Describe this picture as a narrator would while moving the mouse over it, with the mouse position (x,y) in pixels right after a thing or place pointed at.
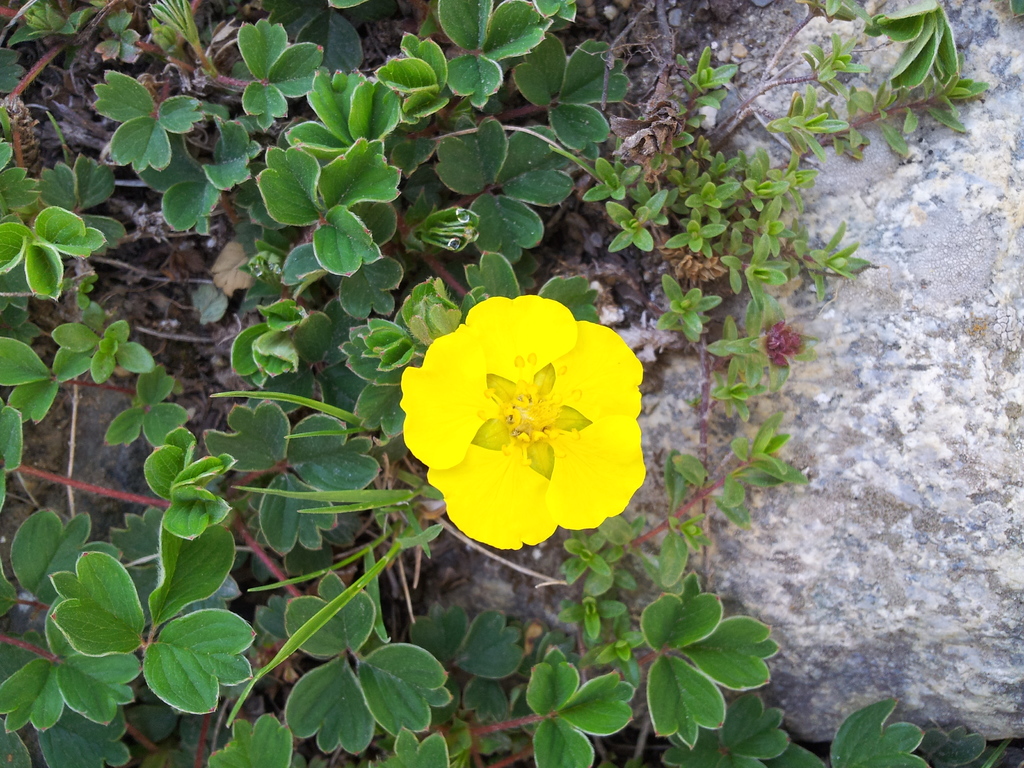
There is a yellow color flower (540,337) on a plant (490,244).
